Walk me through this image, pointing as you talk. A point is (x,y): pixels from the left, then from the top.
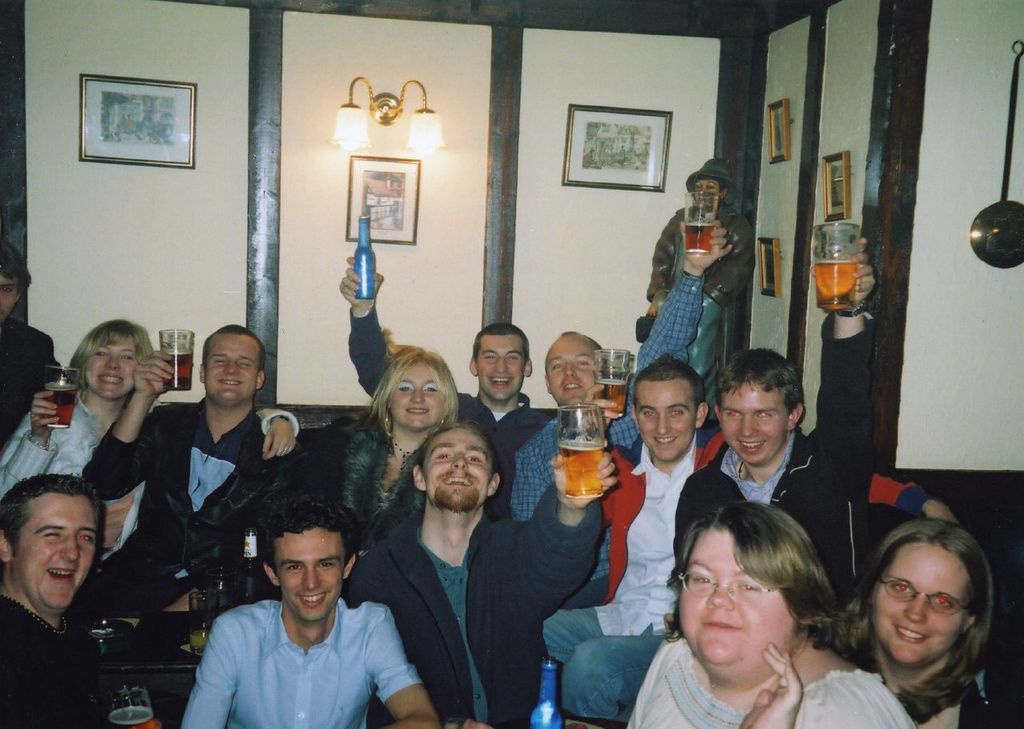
Different type of pictures (595,150) on wall (294,204). A light (358,131) is on wall (317,212). These persons (629,392) are smiling and holding a glasses (597,418). On this table (182,639) there is a bottle (253,559) and glasses (225,576). Far this person (709,337) is standing.
